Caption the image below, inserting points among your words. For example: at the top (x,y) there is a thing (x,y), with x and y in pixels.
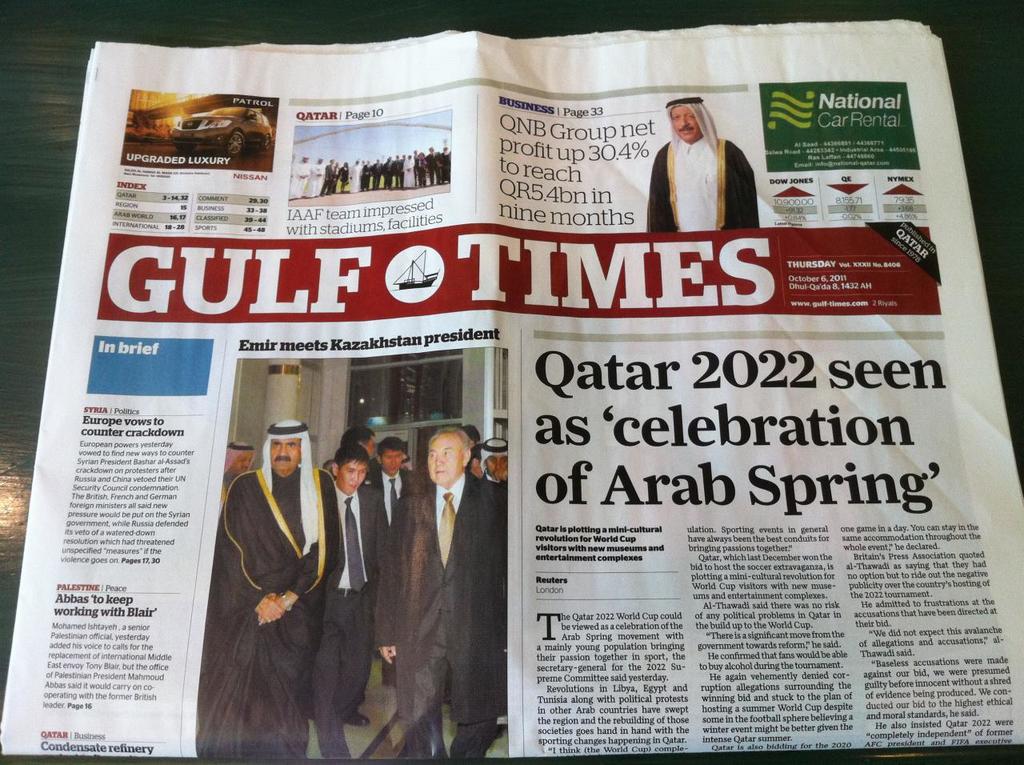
In this picture there is news paper (593,307) in the center of the image (596,306).
